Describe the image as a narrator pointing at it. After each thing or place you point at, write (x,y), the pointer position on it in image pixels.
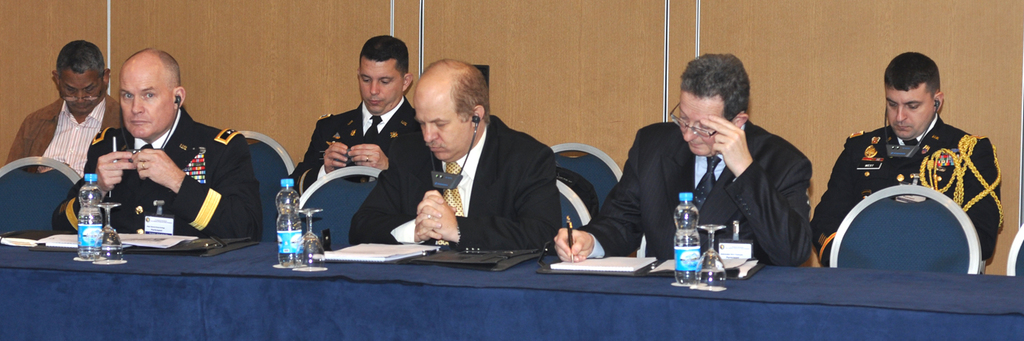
In this picture I can see there are few people (441,153) sitting in the chairs (50,182) and some of them are wearing uniforms (835,174) and some of them are wearing coats (541,184) and they have a table (624,289) in front of them and there are few notepads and the people (437,101) are wearing headset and listening to it. In the backdrop (1009,245) there is a wooden wall (41,94).
